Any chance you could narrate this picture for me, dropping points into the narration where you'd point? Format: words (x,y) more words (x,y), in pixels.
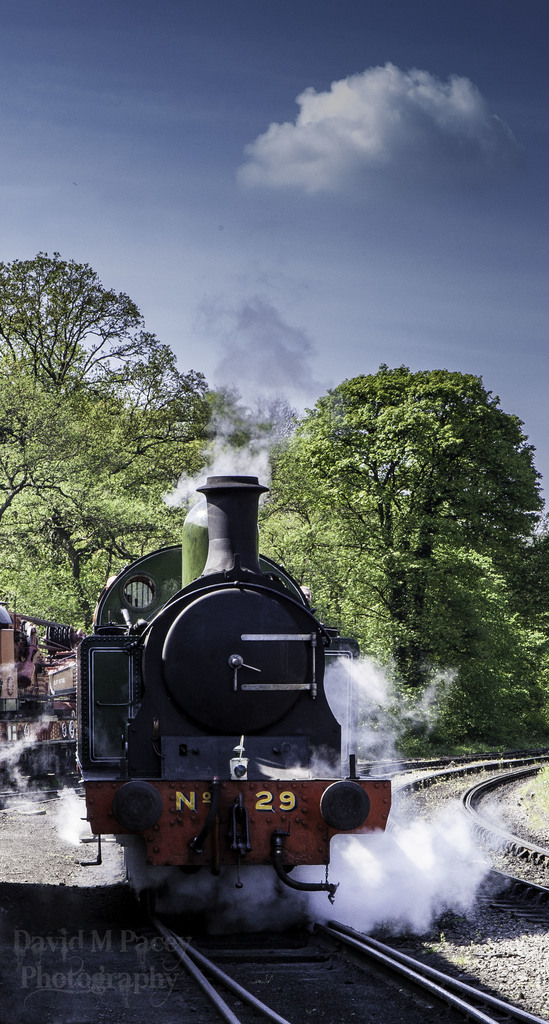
In this image in front (137,889) there is a train (268,790) on the railway track (438,987). In the background of the image (408,224) there are trees (357,421) and sky (386,240). There is some text (44,942) at the bottom of the image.
